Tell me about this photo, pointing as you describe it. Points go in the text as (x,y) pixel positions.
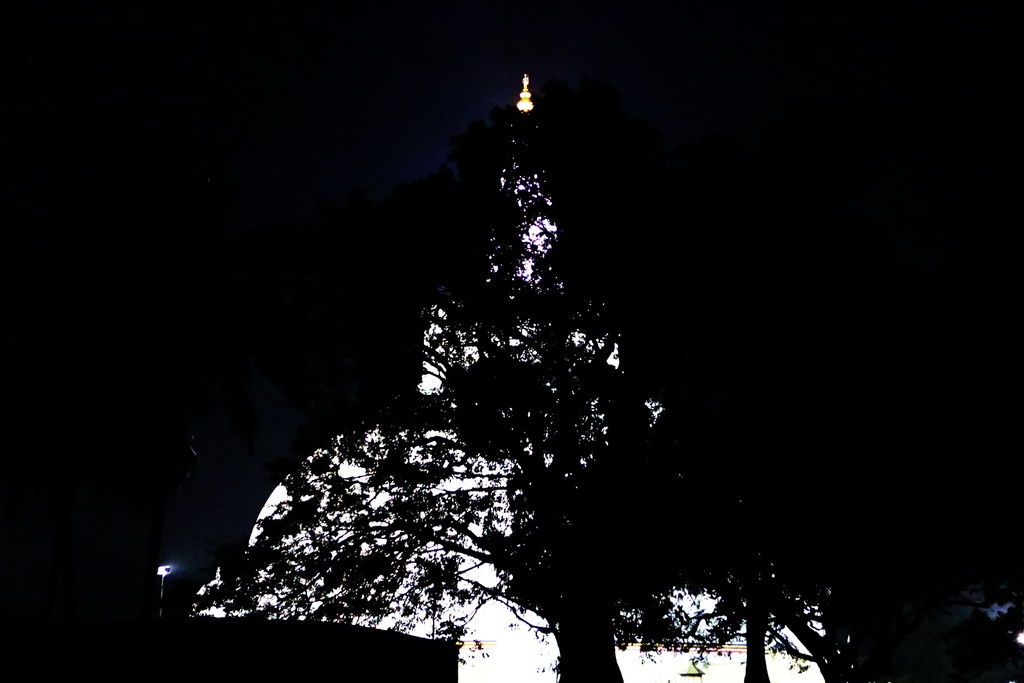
At the bottom of the picture (346,544), we see trees (391,550) and sky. In the background (266,261), it is black in color and this picture might be clicked in the dark.
